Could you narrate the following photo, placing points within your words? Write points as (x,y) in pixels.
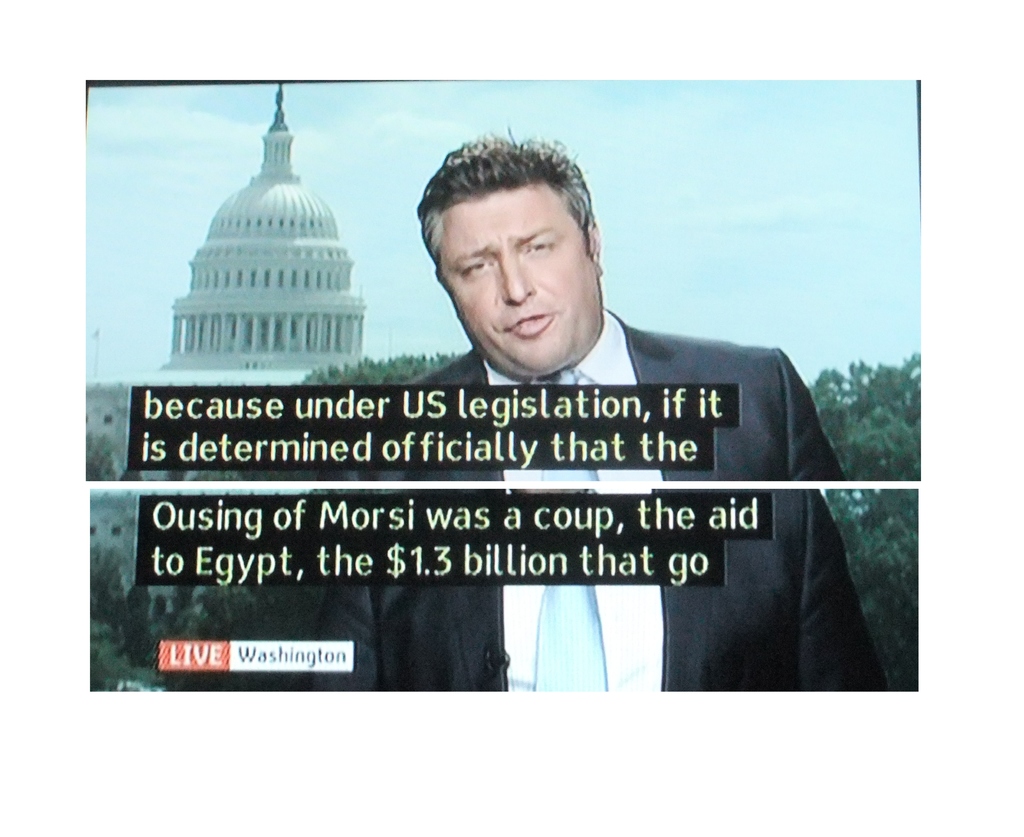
In this image I can see a person (532,350) wearing black and white color dress (733,540). Back I can see white color building (312,261) and a trees (881,395) The sky (733,201) is in blue color.
